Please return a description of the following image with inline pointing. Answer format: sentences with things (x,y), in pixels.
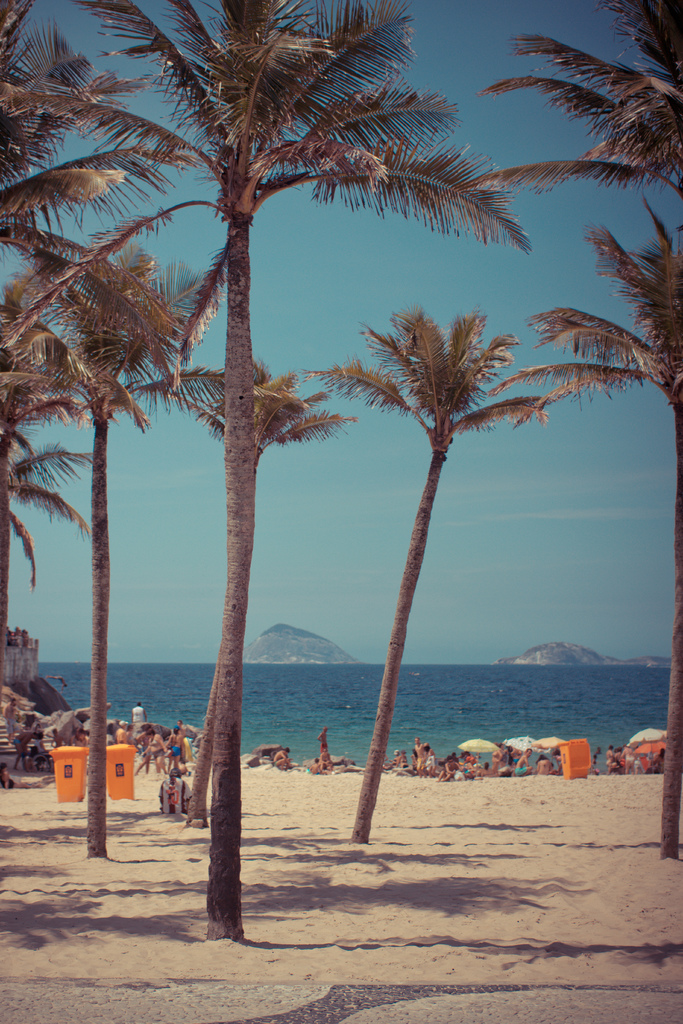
In this image, we can see a beach (572,805) contains some persons (424,748) and trees (602,326). There are trash bins (73,761) in the bottom left of the image (62,765). In the background of the image (562,245), there is a sky (505,63).
